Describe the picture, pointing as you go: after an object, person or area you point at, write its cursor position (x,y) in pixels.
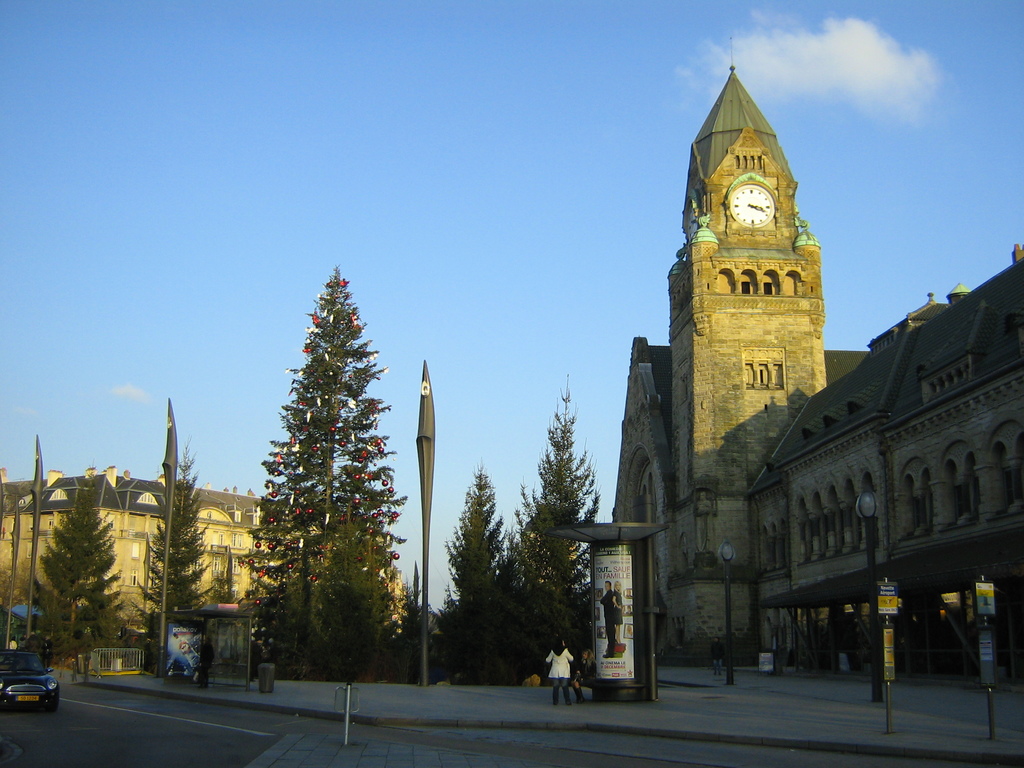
In this image we can see few buildings (240,507), few trees (190,553), a tree (327,538) decorated with few objects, there are few poles (428,485), boards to the poles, an object (647,673) with a poster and a person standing on the pavement (914,710), there are light poles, a vehicle (45,693) on the road (184,739), a clock (752,225) to the building (742,394) and the sky (531,110) in the background (682,105).
